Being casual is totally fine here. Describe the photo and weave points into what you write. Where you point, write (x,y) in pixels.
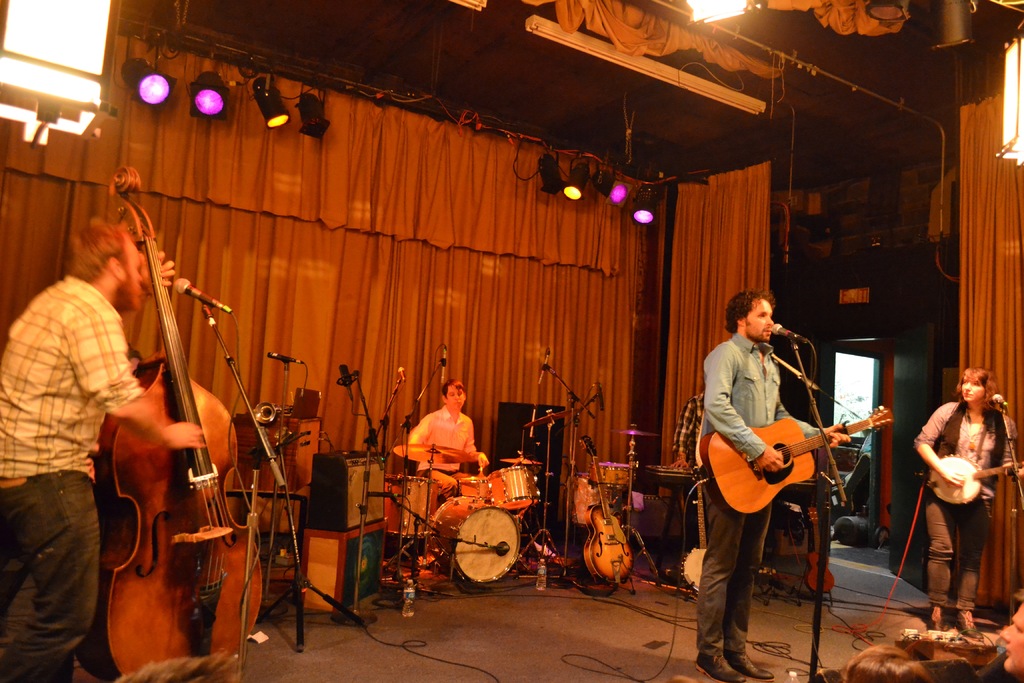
This is a place where a group of people (134,405) holding and playing some musical instruments (169,341) in front of the mics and the back curtain (308,213) is orange in color and there are some different color lights (585,172) on the roof (596,127).
